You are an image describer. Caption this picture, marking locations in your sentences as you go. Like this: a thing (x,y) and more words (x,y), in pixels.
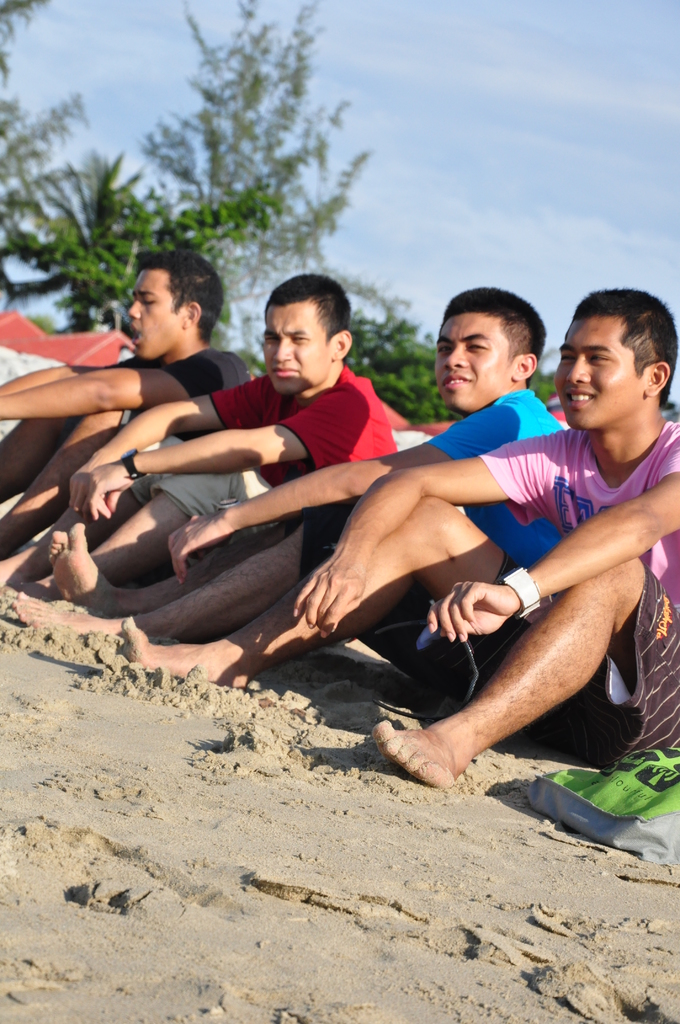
In this picture there is a group of boys (228,563) sitting on the sea sand (253,754), smiling and looking to the side. Behind there are some trees (300,247).
